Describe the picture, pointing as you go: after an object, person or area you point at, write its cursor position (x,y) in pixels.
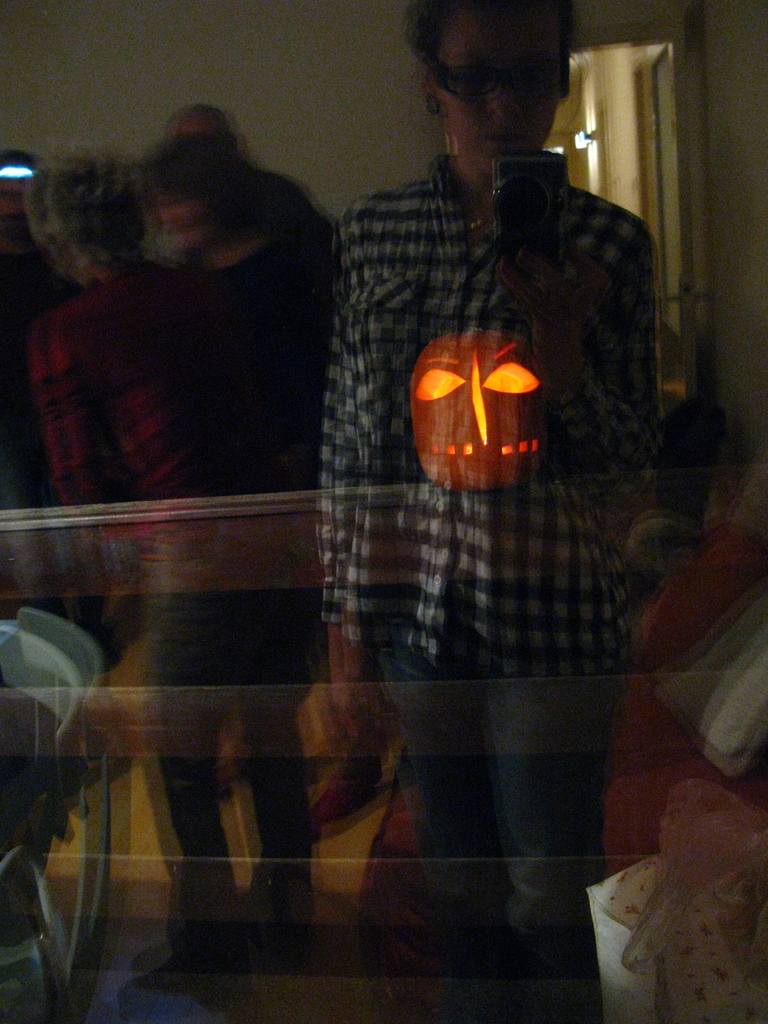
In the foreground of this image (270,146), there is a glass (536,472). Inside it, there is a pumpkin (492,349) on an object (227,501). In the reflection (605,248), there are few people (261,276) standing and a woman (490,131) is standing and holding a camera (544,209) and also we can see the wall (715,181), door (679,202), couch (689,648), pillows (717,723) and few objects (84,833).
